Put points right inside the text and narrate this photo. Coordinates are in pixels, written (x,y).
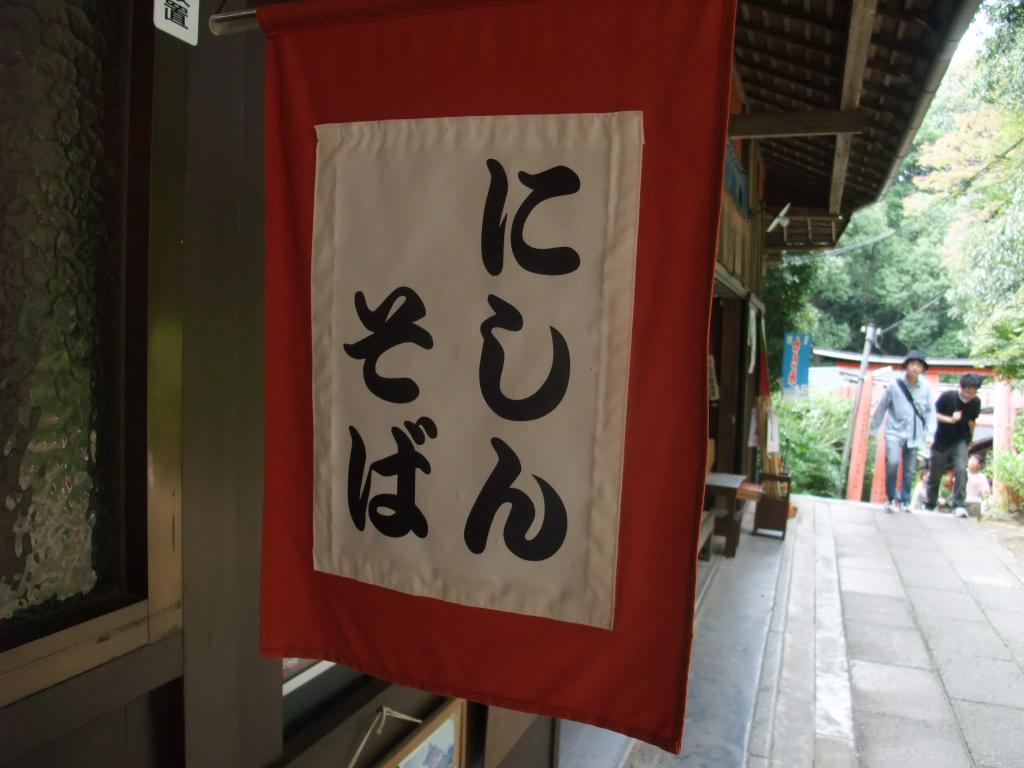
In this picture I can see a red and white color cloth (438,153) in front (439,166), on which there is something written and I can see the path (828,720) on the right side of this image (872,578) on which I see 2 persons (920,385). In the background (863,276) I can see the trees (947,295) and I can see a building (800,52) in front (112,38).
